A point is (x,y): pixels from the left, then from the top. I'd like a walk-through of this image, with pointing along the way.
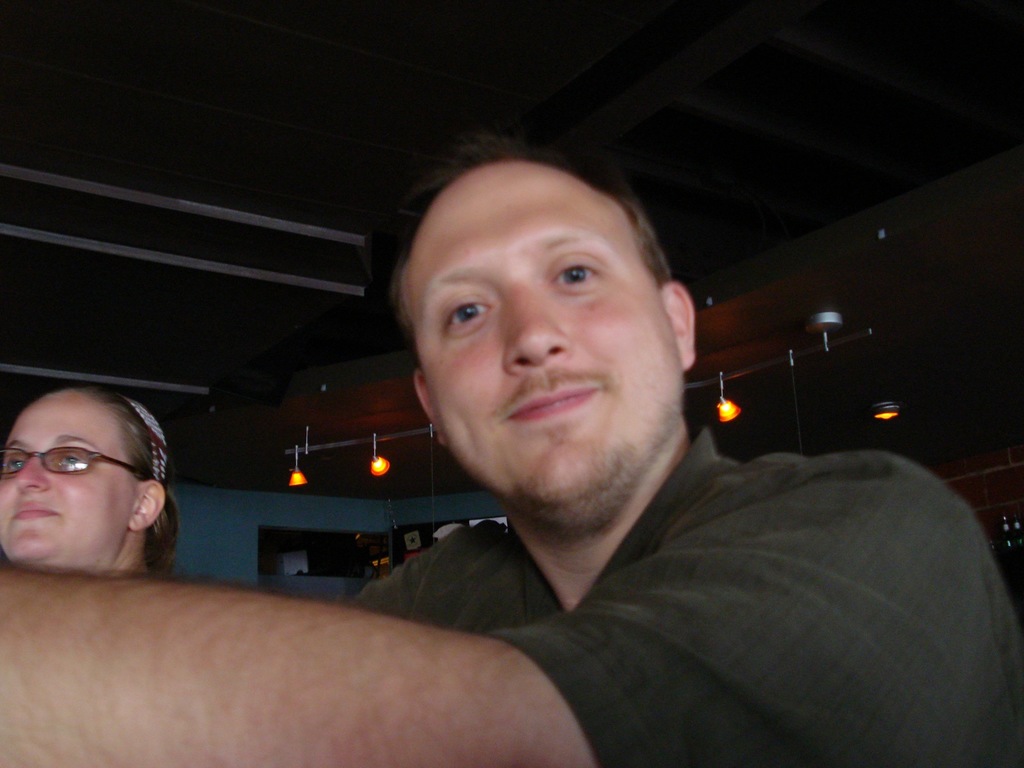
In this image we can see two people (131,743). At the top of the image (461,61) there is ceiling (286,272). There are lights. In the background of the image (263,507) there is wall (247,542).
